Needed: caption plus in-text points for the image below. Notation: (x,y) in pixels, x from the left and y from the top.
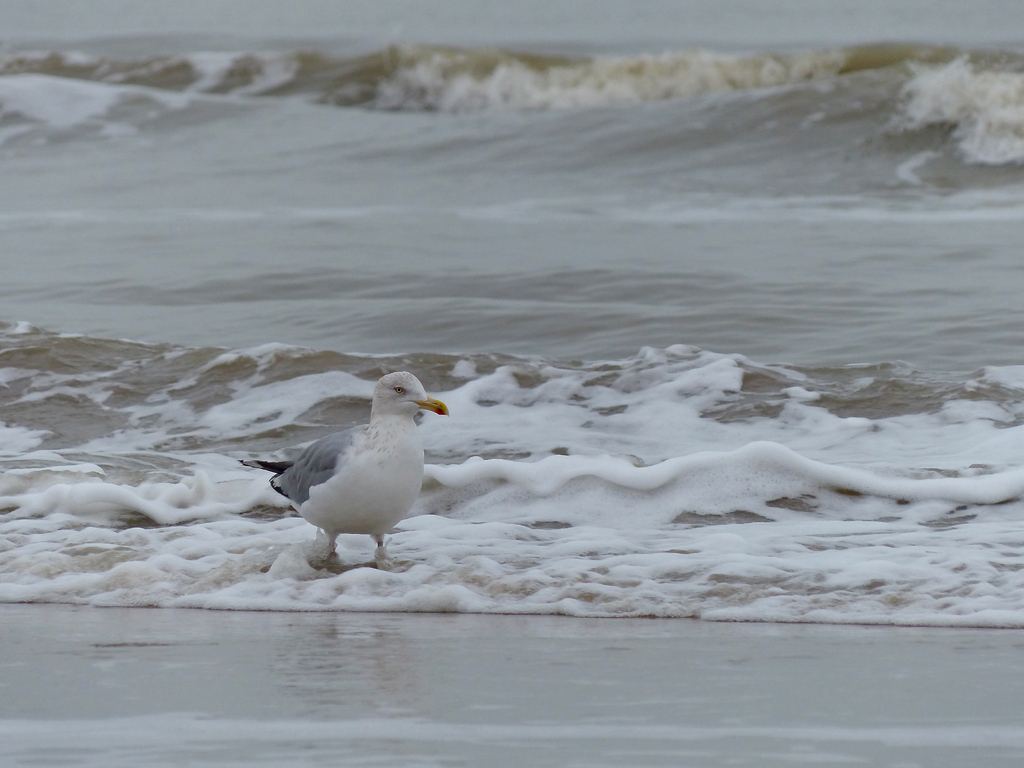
In the center of the image (373,425) we can see bird (345,461) on the water (242,521). At the bottom (224,690) there is sand (101,620).
